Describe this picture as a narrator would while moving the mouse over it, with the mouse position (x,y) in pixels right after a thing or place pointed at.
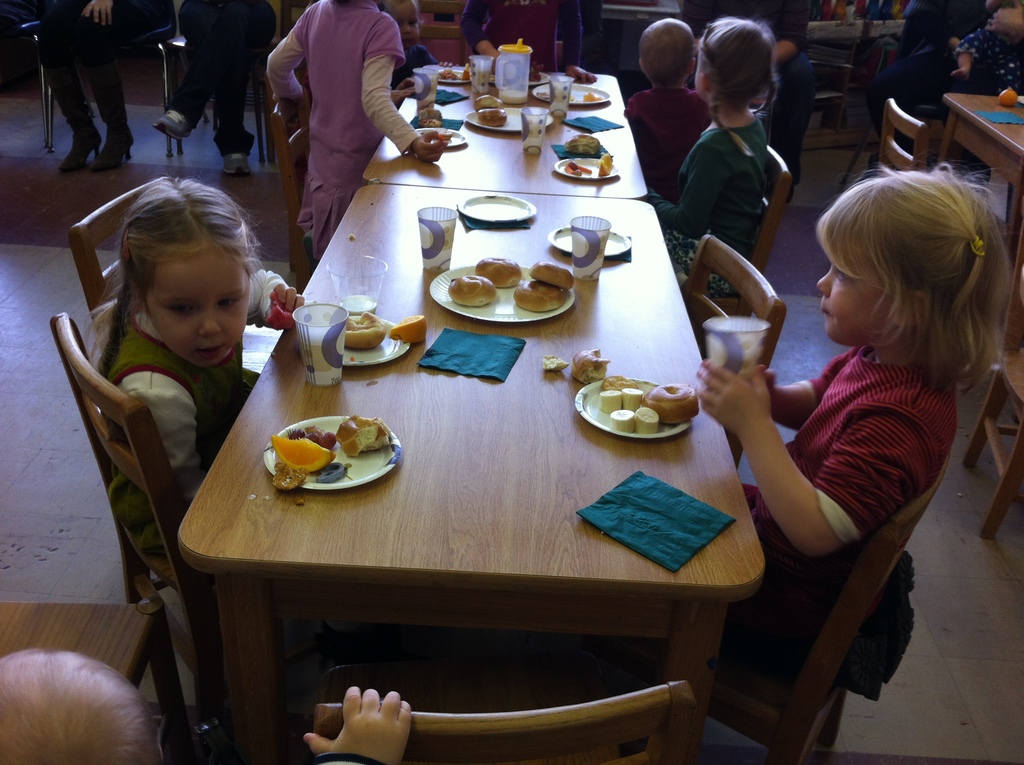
In a picture there are children (185,354) sitting on the chairs (872,558) in front of the tables (485,530) filled with food items (527,299) and glasses (319,358) and plates (511,310), in the left corner of the picture (312,95) one girl (353,103) is standing in a purple dress (341,78) and in the right corner of the picture (917,142) there is another table (952,144) and chair (921,148).
